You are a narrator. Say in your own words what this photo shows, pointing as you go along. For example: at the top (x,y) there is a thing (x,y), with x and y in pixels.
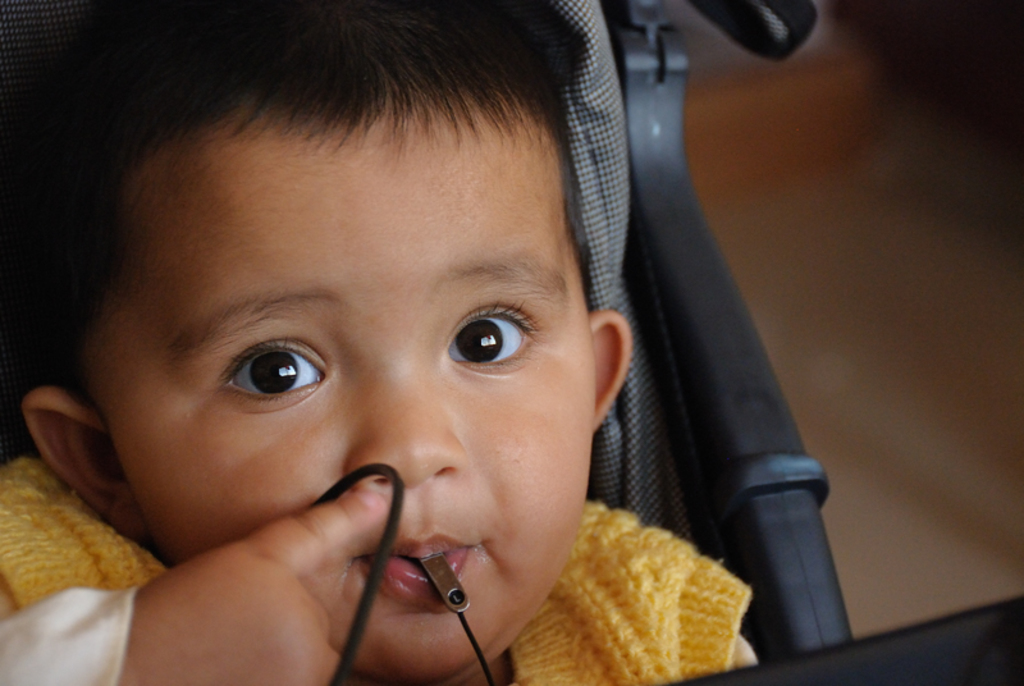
In this picture I can see a boy (593,394) on an object (744,375), and there is blur background (908,84).
